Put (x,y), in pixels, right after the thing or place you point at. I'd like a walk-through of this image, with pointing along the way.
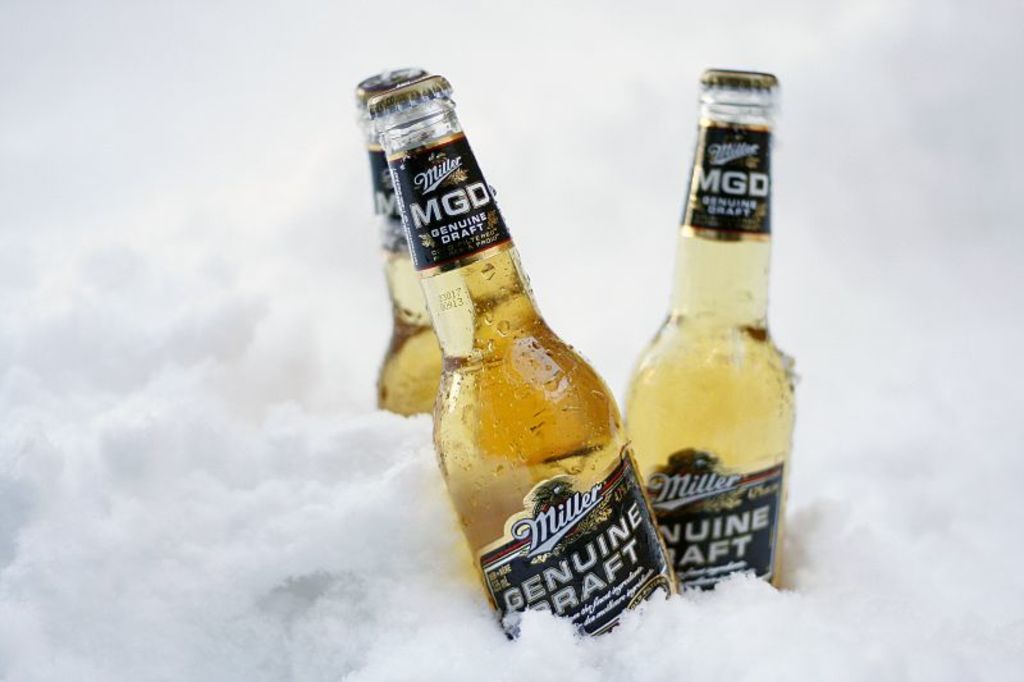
This 3 bottles (521,449) are inside a ice (234,296).
